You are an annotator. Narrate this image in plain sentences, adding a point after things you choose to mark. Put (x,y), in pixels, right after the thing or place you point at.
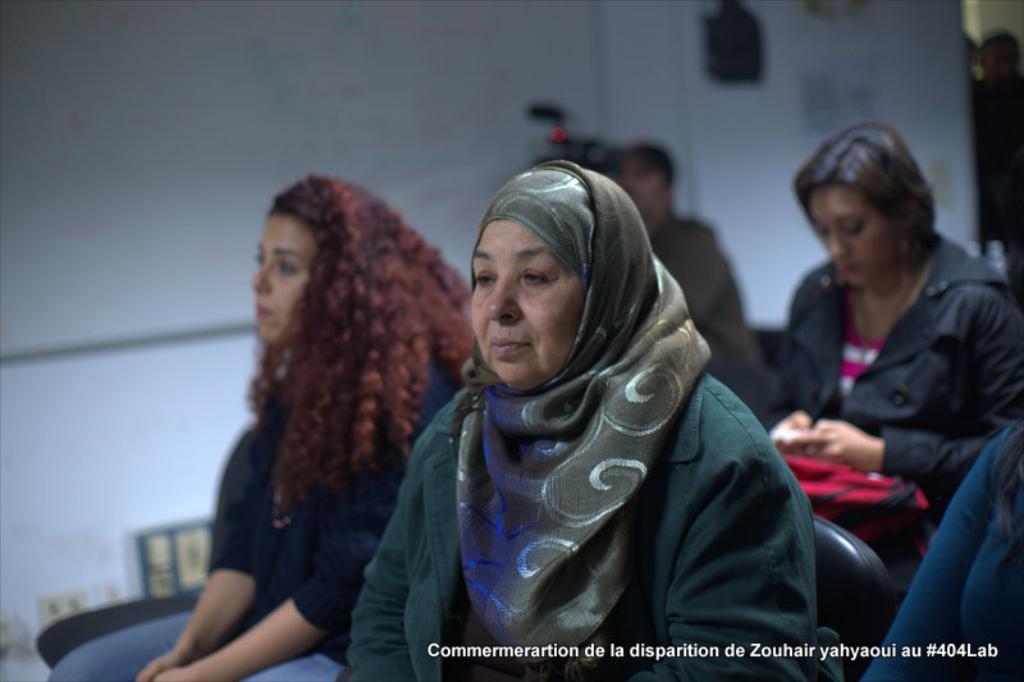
In the picture we can see some people (721,498) are sitting on the chairs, in the background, we can see a man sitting with a camera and behind him we can see a wall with a white color board (95,90) and some things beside it.
